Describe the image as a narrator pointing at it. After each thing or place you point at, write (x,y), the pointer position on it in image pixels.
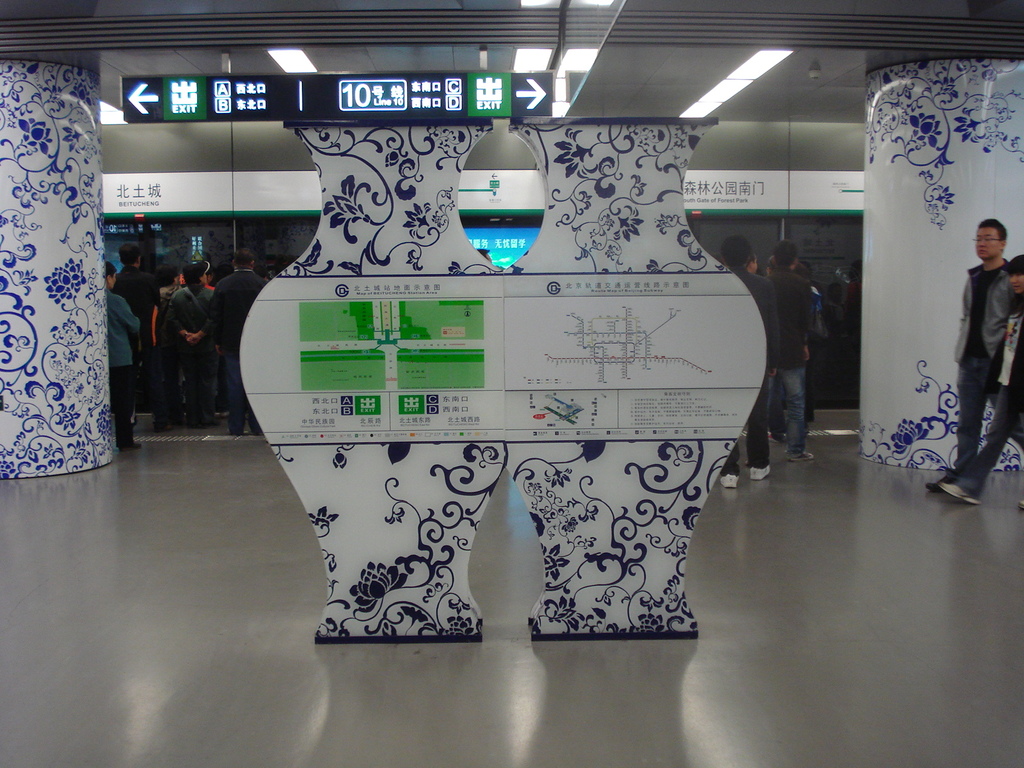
In this image, we can see some boards (310,385) with the route maps (558,339), at the right side (1007,406) there are two people (972,376) walking, in the background (813,384) there are some people (154,311) standing.
